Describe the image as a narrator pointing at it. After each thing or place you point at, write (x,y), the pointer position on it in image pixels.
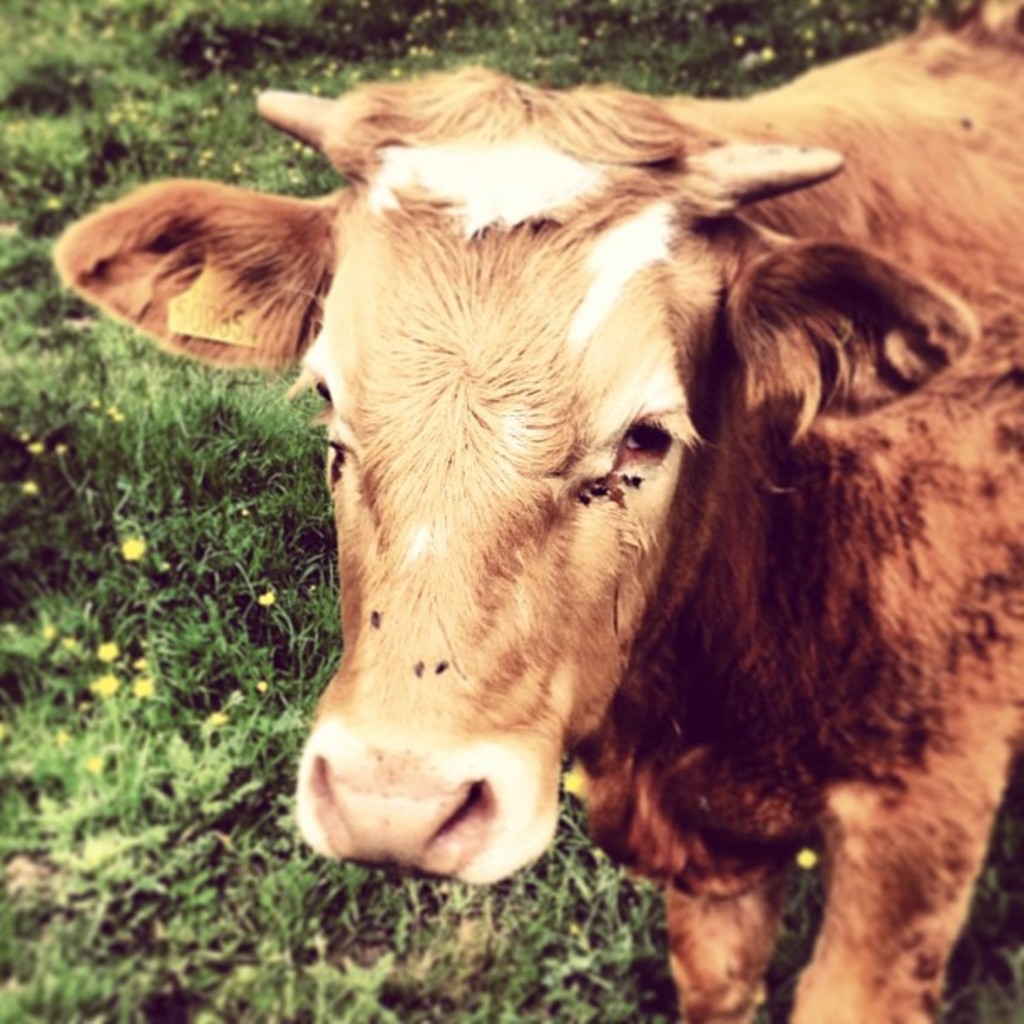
In this image I can see an animal (648,417) in brown and white color. I can see few yellow color flowers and the grass (170,645).
